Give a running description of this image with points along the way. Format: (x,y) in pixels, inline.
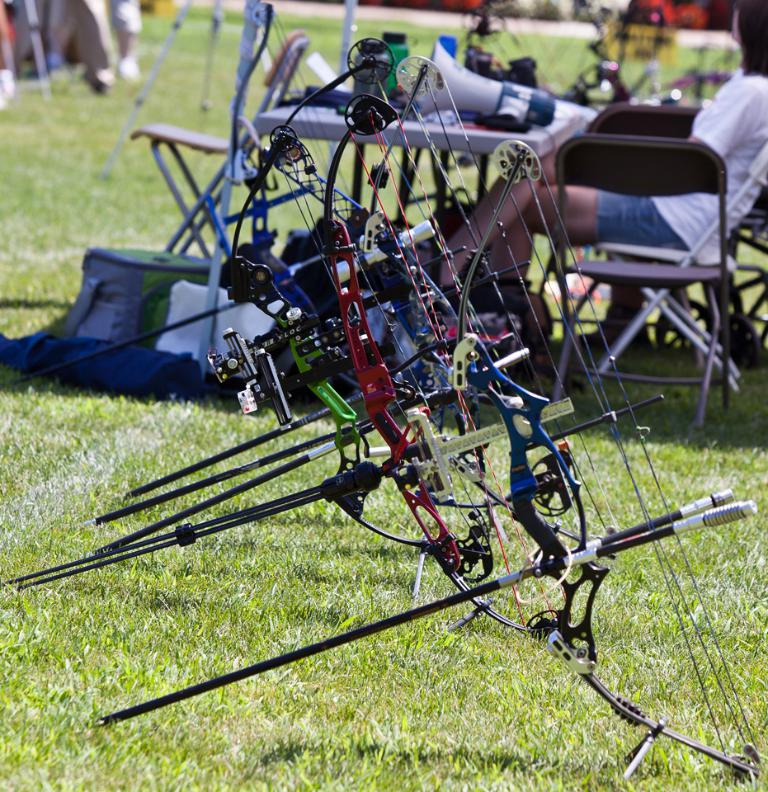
In this image there are bow (482,606) and arrows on the ground (431,632). There is grass (167,636) on the ground (253,638). Behind them there is a girl (656,213) sitting on the chair (675,255). In front of her there is a table (528,136). There are bottles (393,47) and a speaker (485,81) on the table (497,129). In front of the table (516,133) there are chairs (280,75) and luggage bags (159,312) on the ground (175,427).
